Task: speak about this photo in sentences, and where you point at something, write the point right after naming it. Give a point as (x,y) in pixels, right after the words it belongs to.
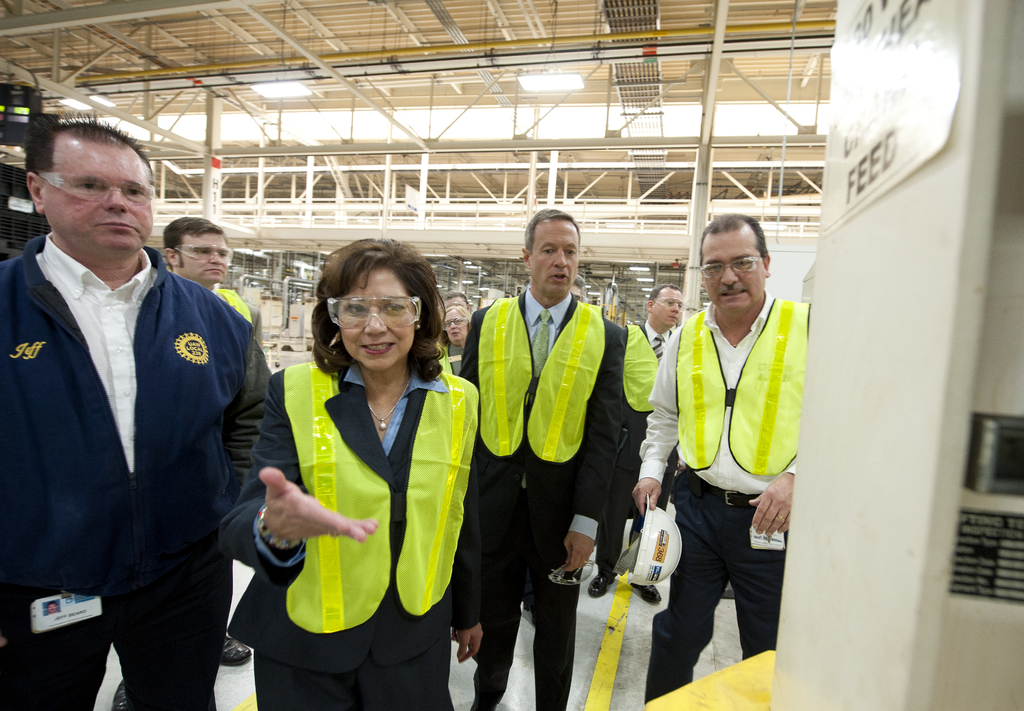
In this image I can see group of people (351,486) standing. There are name boards (984,564), there is ceiling (698,1) with lights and iron frames (524,166). Also there are poles (308,186) and some other objects (14,212).
